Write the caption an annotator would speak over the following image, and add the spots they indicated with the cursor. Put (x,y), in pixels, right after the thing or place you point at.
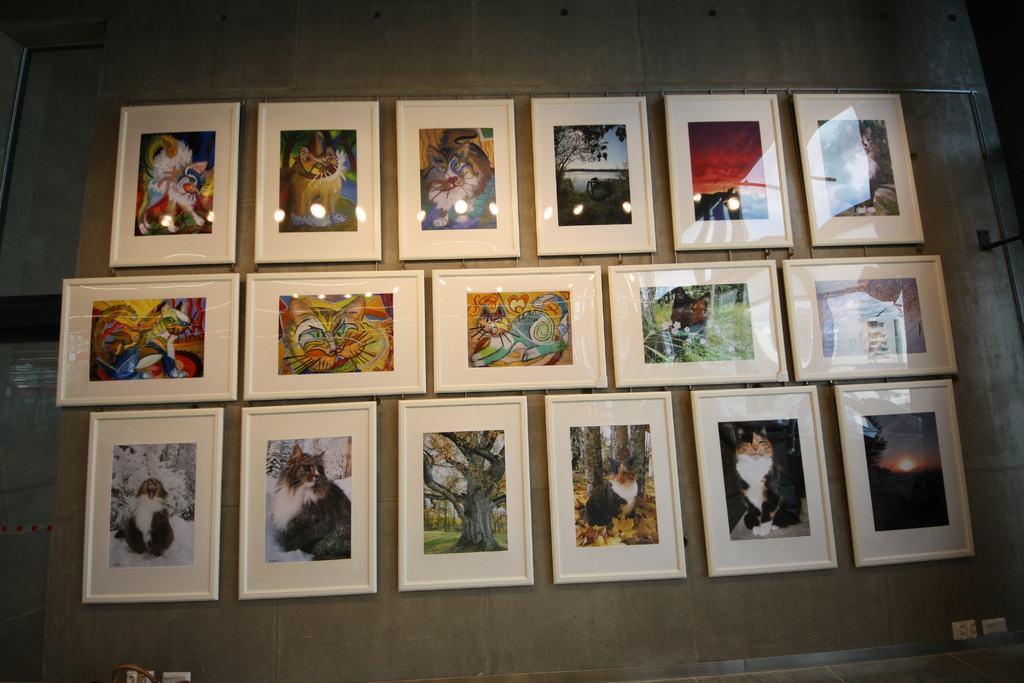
This image consists of many photo frames (707,249) fixed on the wall (66,521). On the left (41,371), we can see a wall (14,190).
